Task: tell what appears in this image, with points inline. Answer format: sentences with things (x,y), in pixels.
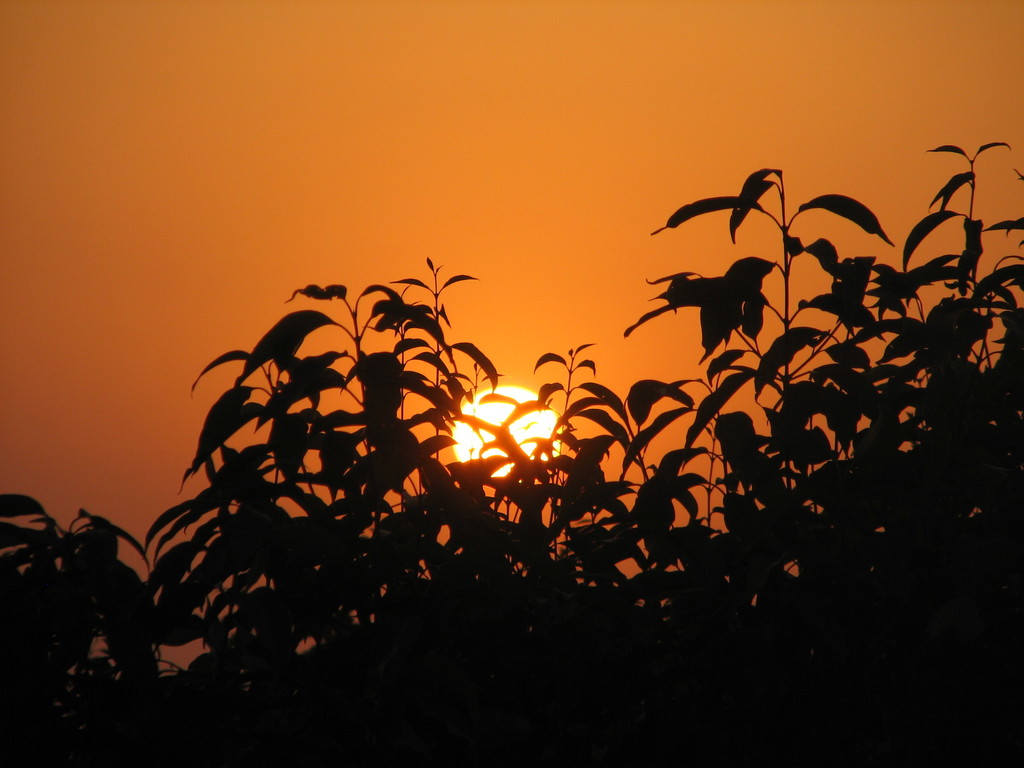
In this image there is a sun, trees (480,526) and the sky (173,331).
